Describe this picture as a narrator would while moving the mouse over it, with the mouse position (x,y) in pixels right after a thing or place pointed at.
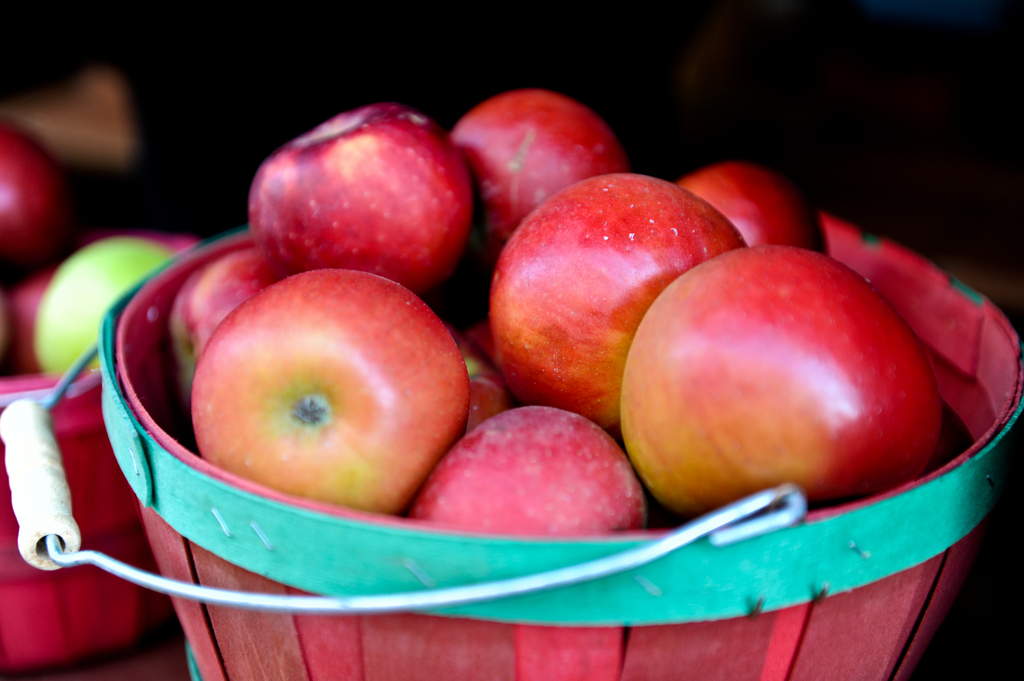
In this image we can see baskets (586,572) containing apples (369,368).
